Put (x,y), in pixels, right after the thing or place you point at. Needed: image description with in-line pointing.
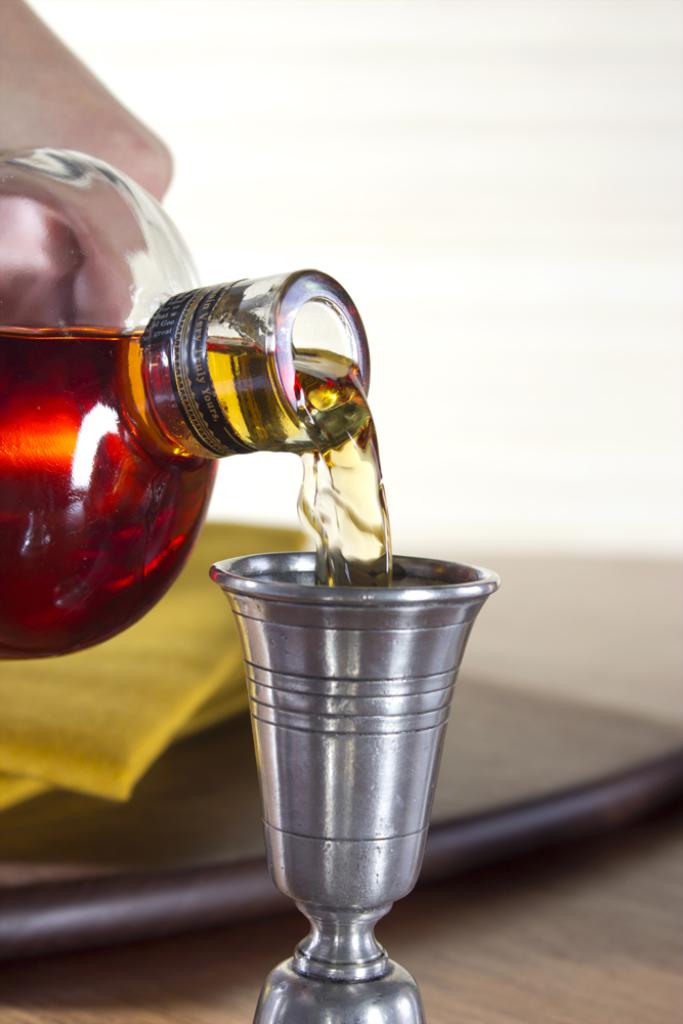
Here a person (93,122) is pouring wine (169,461) into a glass (327,775) which is on the table (519,940). We can also see a plate (237,837) on the table (500,889).
